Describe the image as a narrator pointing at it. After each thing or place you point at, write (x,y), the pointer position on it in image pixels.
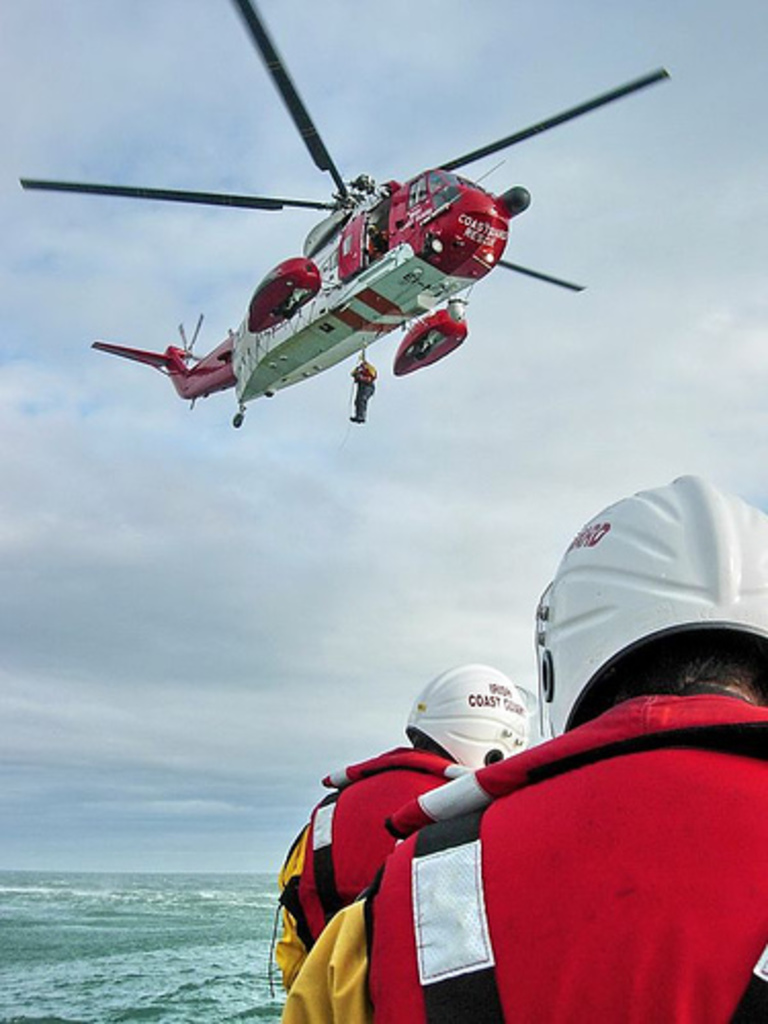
At the bottom of the image (407,892), we can see two persons (388,959) and water (224,950). Here we can see people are riding a helicopter (361,282) in the air. Here a person (370,385) is hanging with a rope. Background (346,451) there is the sky (392,487).
